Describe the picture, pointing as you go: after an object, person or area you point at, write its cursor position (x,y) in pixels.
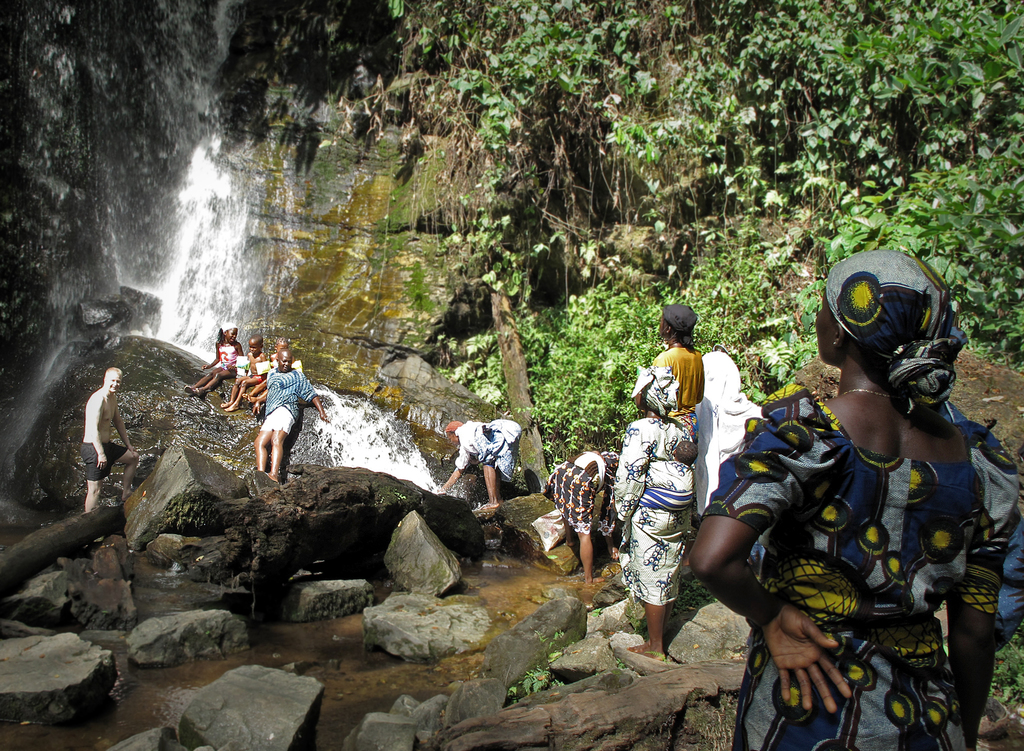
In this image I can see few persons (706,535) standing on the rocky surface (552,691), few huge rocks (346,531), a mountain (284,290) and a water fall (315,463). I can see few trees (785,49) which are green in color.
